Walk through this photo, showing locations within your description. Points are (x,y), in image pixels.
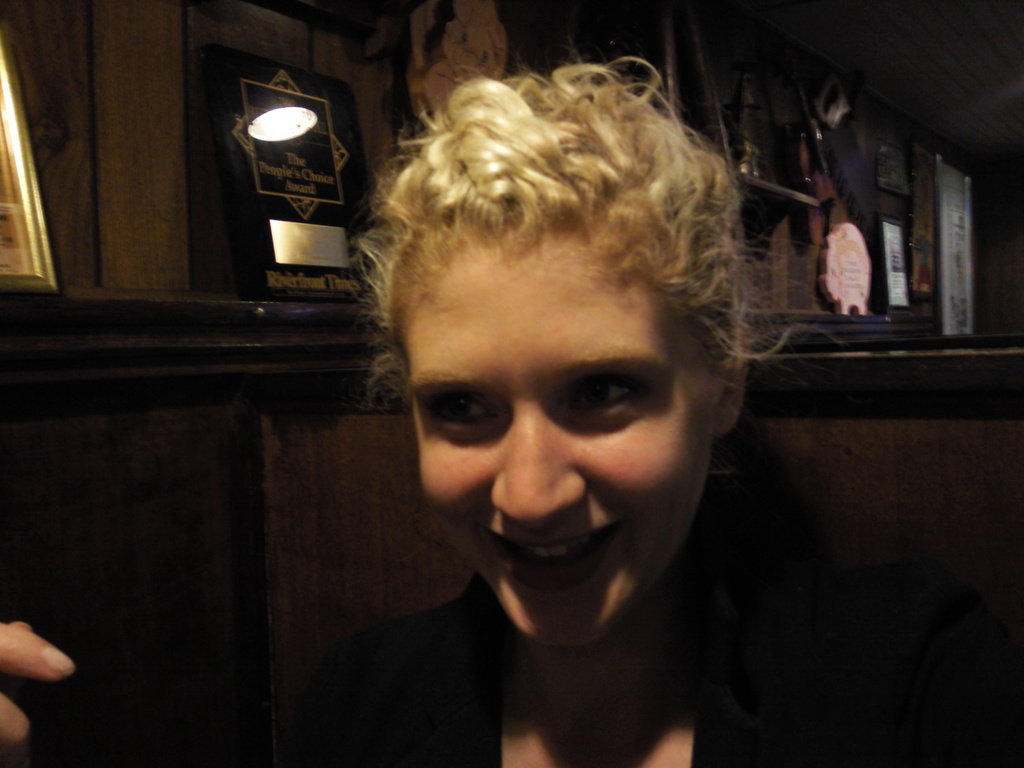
The woman (445,468) in the front of the picture (571,572) wearing black dress (802,758) is smiling. Behind her, we see a wall (199,379) on which photo frames (898,186) and posters (944,194) are placed. This picture is clicked inside the room (268,535) and in the dark.
